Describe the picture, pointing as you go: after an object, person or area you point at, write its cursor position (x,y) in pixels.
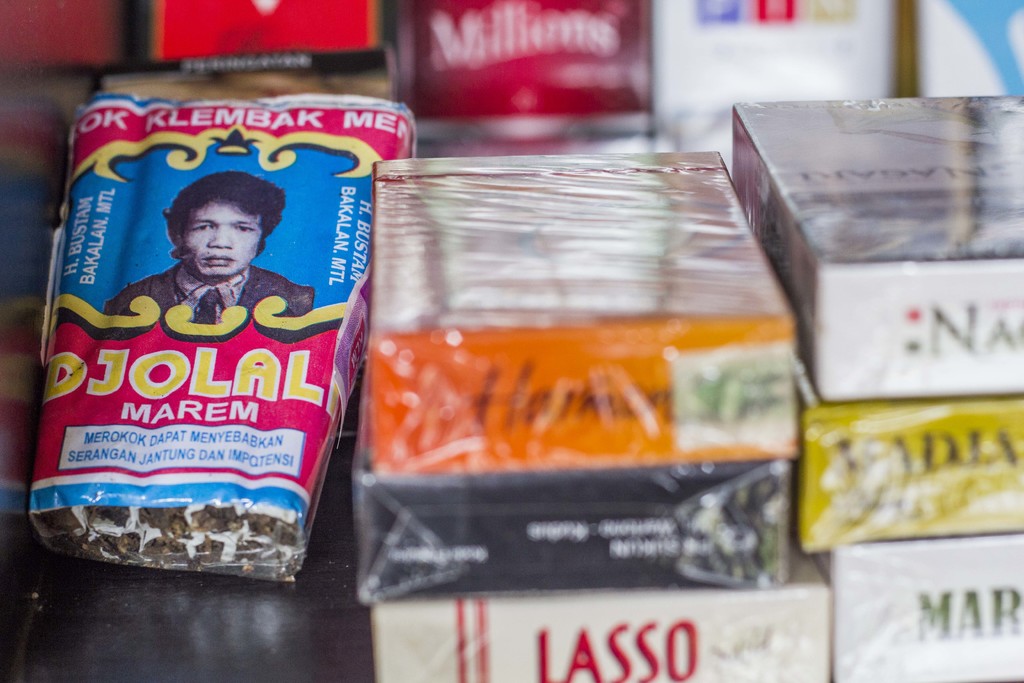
In this image, we can see few boxes (572,405). Left side of the image (302,463), we can see some packet (184,402). There is a sticker (215,298) here. Here we can see a human image (214,278). Background (1011,52) we can see a blur view.
